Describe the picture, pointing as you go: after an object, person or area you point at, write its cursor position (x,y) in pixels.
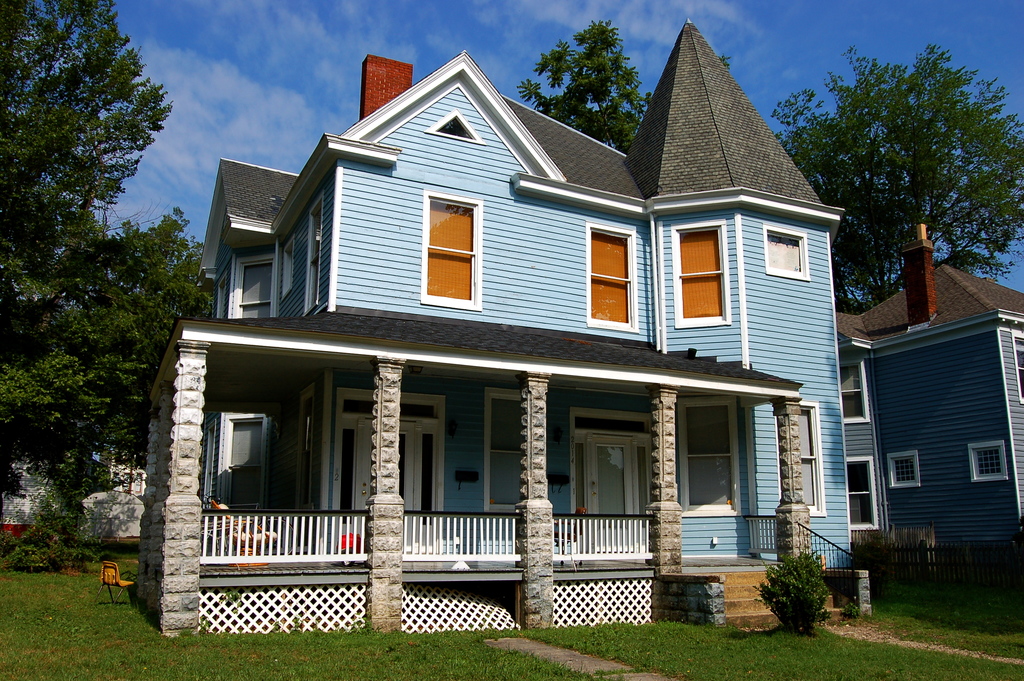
In this image there is a house (710,253) in the middle (367,377). On the left side (75,265) there is a tree (58,317). At the top (332,43) there is sky (332,43). On the right side (937,390) there is another house (912,408) behind the house (797,307) which is in the middle (506,434). On the ground (232,658) there is grass (311,648) and a chair (105,578).
